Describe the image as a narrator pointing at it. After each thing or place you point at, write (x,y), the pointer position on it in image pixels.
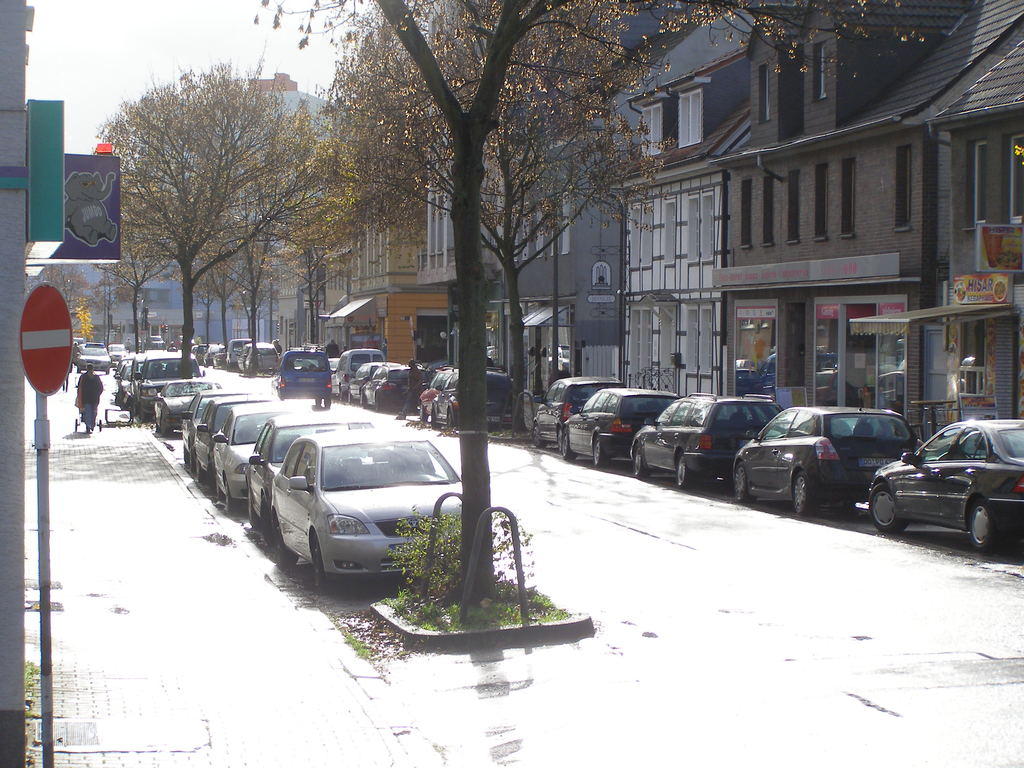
This image consists of many cars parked on the road (450,691). At the bottom (680,740), there is a road (591,736). To the right (754,168), there are buildings (742,168). In the middle (476,294), there are trees (427,64). At the top (125,37), there is a sky (115,33).
